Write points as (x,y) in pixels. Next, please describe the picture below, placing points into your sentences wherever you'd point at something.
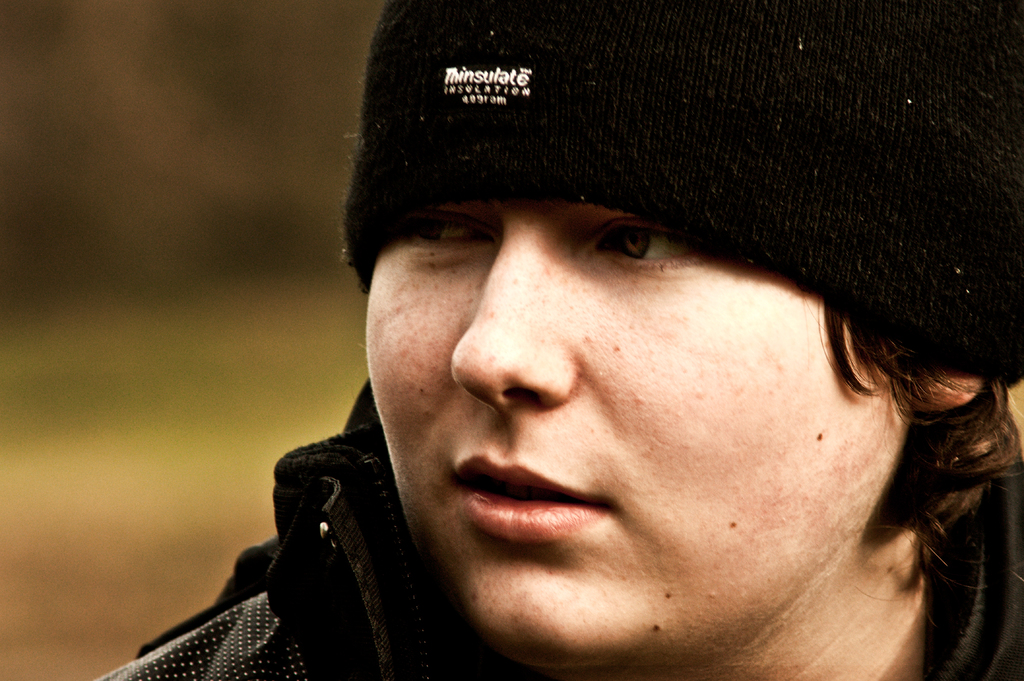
There is a person (609,479) wearing a black cap (640,132) and something is written on the cap (486,75). In the background (253,199) it is blurred.
